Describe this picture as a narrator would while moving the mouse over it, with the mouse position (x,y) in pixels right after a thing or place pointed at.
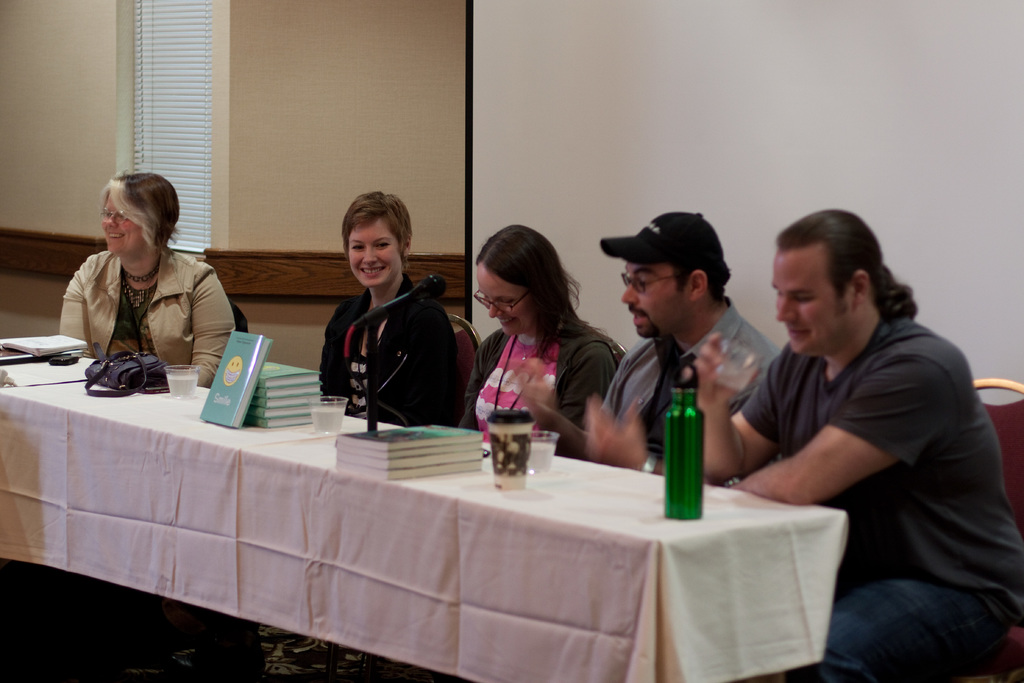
In this image I can see few people (517,374) are sitting on the chairs (459,380) around the table (432,528) which is covered with a white cloth (291,552). On the table (337,506) I can see few books (413,446), glasses (548,445), bottle (695,471), and one handbag (121,377). In the background (631,86) there is a white color screen (631,129).
